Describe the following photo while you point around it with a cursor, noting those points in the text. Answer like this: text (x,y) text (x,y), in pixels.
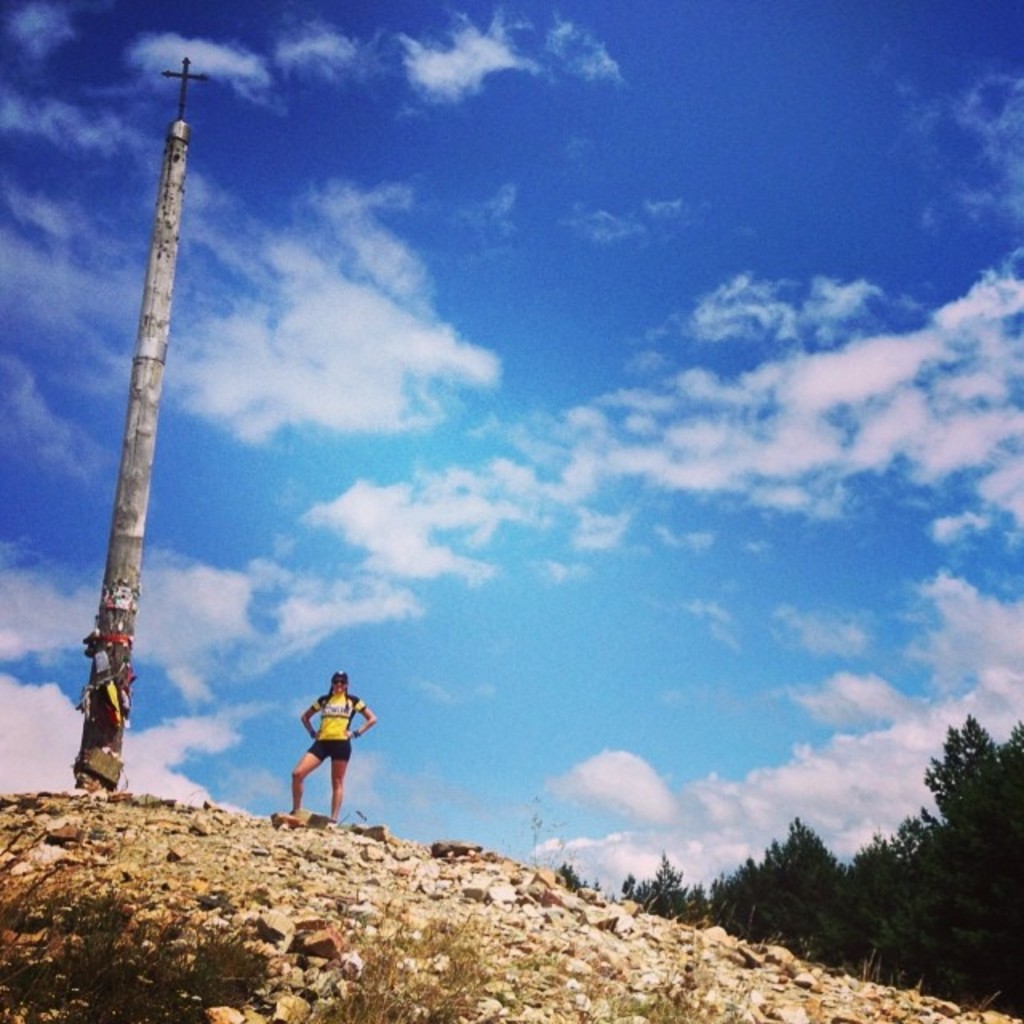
In the center of the image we can see a lady (342,765) is standing. On the left side of the image (121,632) we can see a pole (134,381). On the right side of the image (952,837) we can see the trees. At the bottom of the image (502,866) we can see the plants (425,953) and stones (483,918). In the background of the image (329,668) we can see the clouds (370,291) are present in the sky (554,241).
